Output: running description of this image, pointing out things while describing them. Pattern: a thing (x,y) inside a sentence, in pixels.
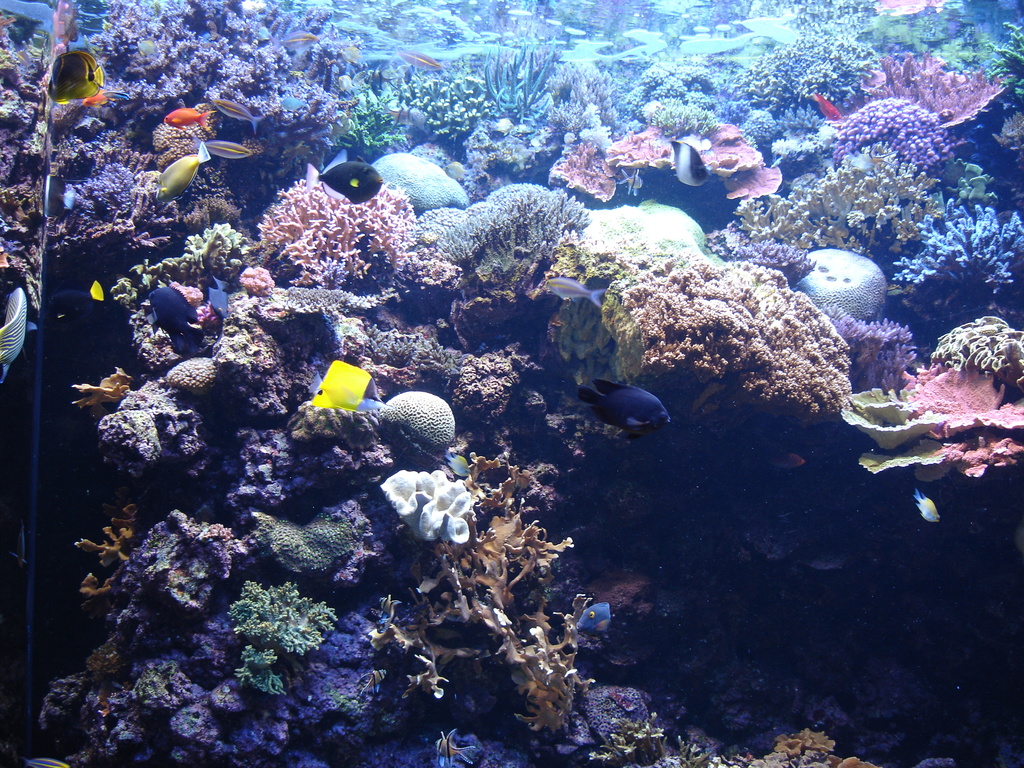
This image consists of coral reefs (467,402) and fishes (85,292). It looks like it is clicked under the water (31,471).
